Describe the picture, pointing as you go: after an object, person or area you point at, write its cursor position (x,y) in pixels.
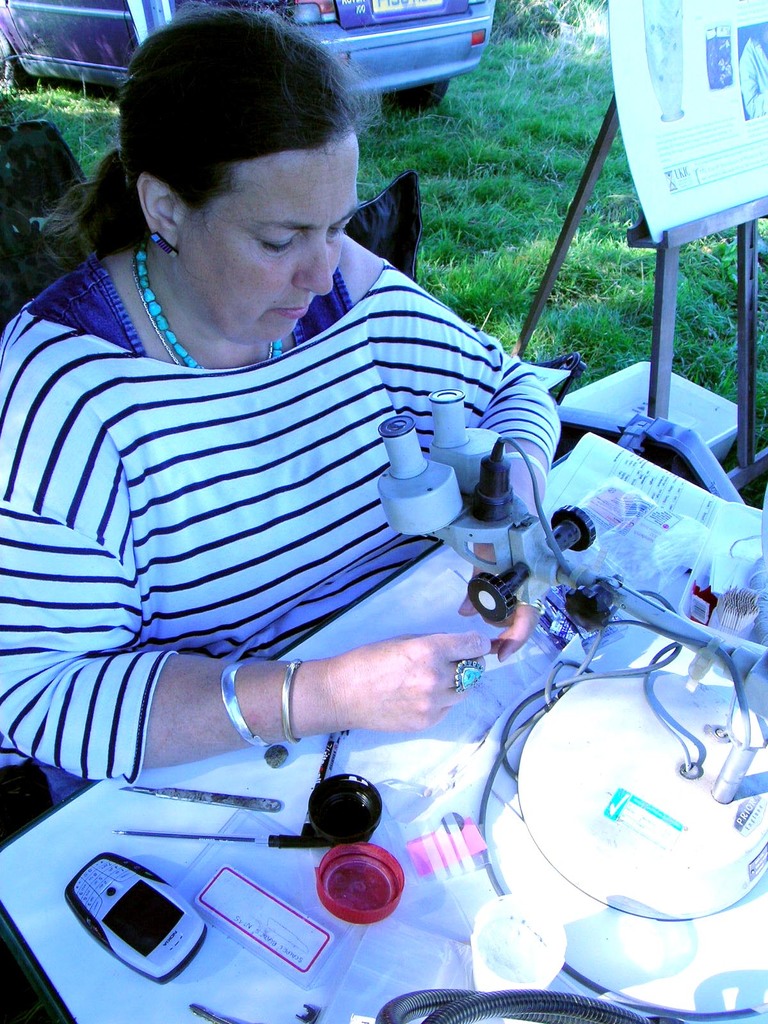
In this picture there is a woman (308,396) sitting in a chair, in front of her there is a table (160,855), on the table (254,770) there are pens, box (329,917), mobile (139,873), cables (588,656), sticks (751,603), microscope (610,591) and other objects (695,505). At the top (530,60) there are stand (657,275), banner (659,87), car (387,23), grass (520,118) and plants (512,34).
